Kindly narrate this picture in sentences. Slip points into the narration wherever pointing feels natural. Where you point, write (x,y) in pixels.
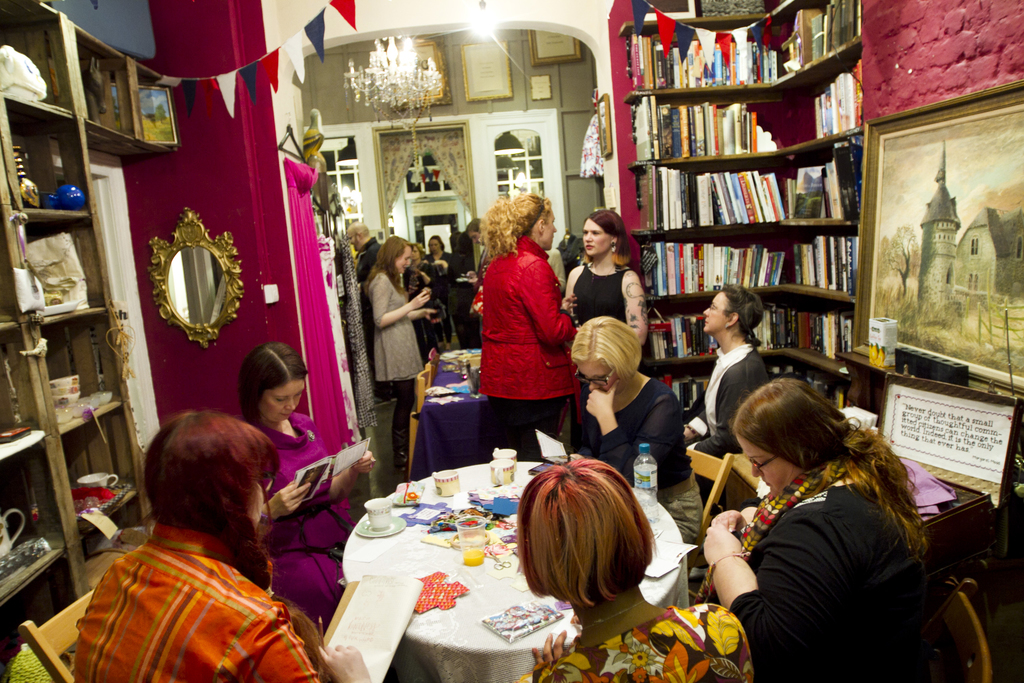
Here we can see a few women (612,322) who are sitting on a chair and they are reading something. In the background (517,314) we can see a few women (476,305) who are standing. This is a bookshelf (813,156).
